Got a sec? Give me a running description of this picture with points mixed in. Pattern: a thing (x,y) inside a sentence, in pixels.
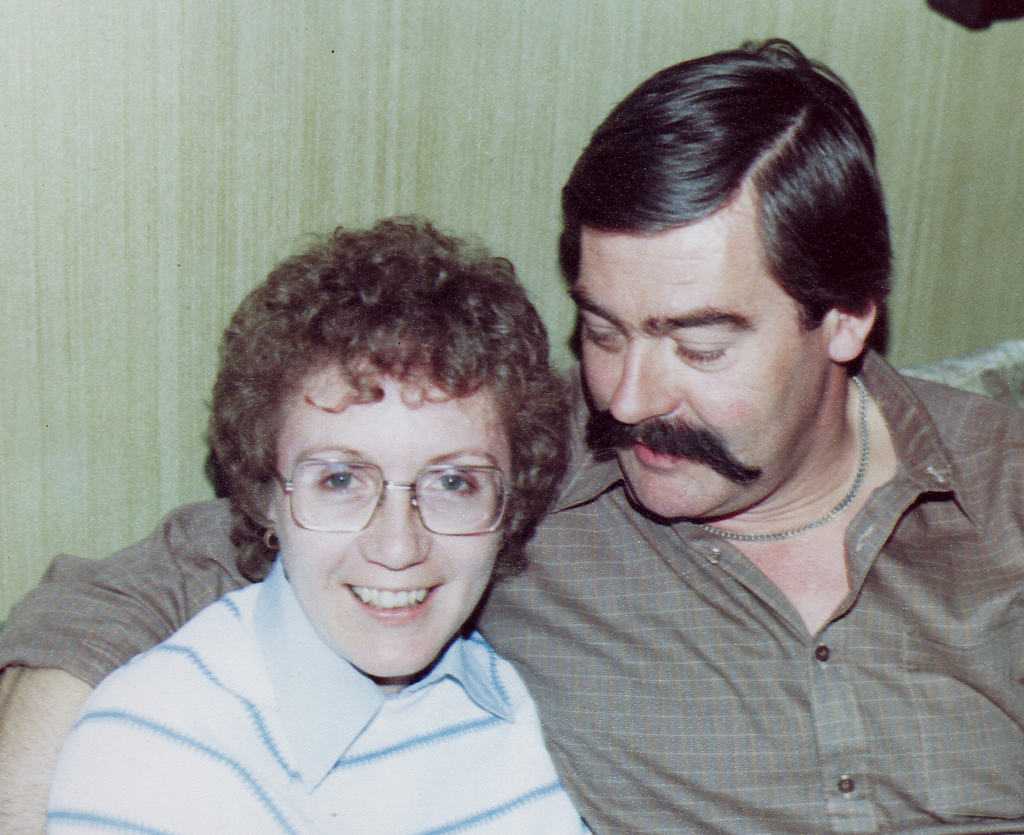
In the center of the image (379,299) we can see two people (555,451) are sitting on a couch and a lady (448,662) is smiling and wearing sweater (435,726), spectacles (317,506). In the background of the image (410,12) we can see the wooden wall (999,55).
